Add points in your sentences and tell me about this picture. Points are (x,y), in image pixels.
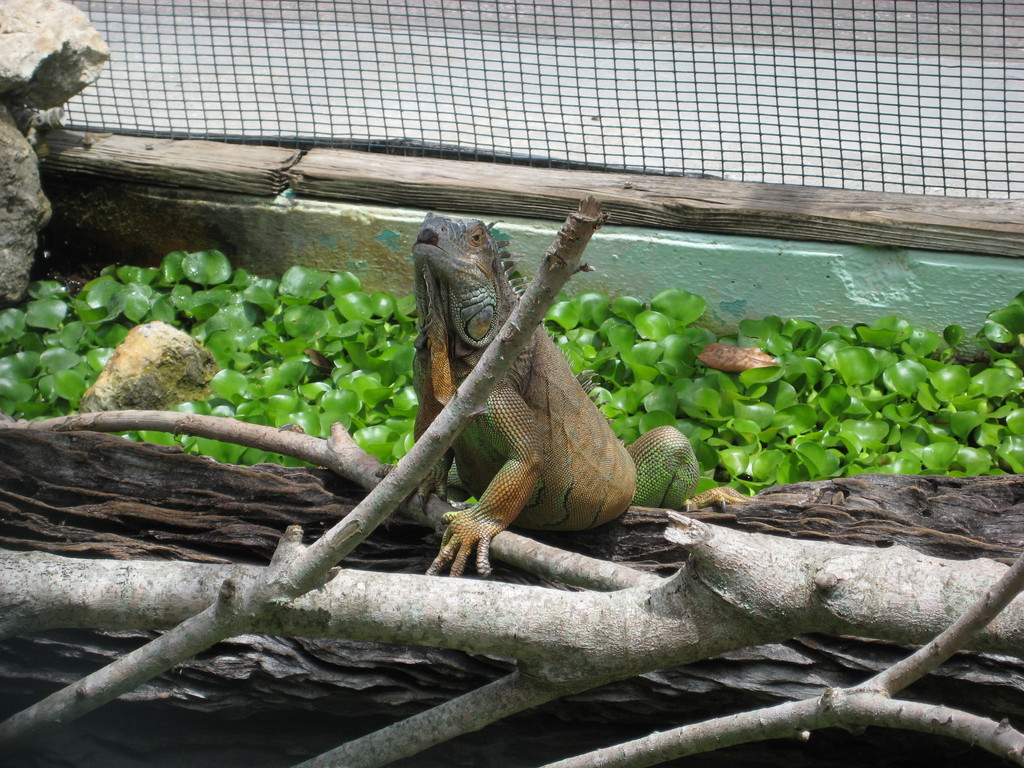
In this picture I can observe an iguana (529,403) on the wooden trunk (278,509). In the background (307,343) there are some plants (224,337) on the ground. I can observe a fence (363,68) in this picture.
